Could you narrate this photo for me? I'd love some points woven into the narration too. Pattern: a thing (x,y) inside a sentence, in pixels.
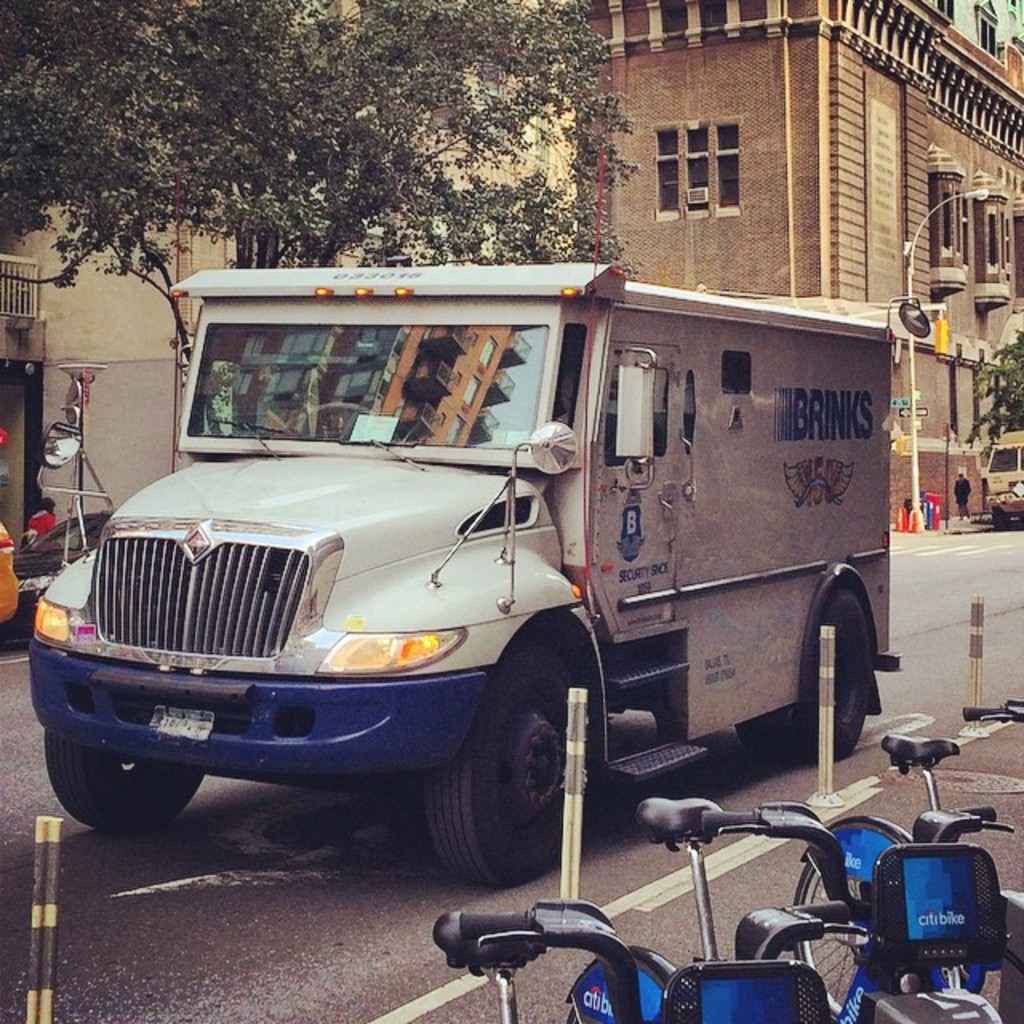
In this image we can see a vehicle (409,735) which is moving on the road (64,846) in the foreground of the image (695,921) there are some bicycles (977,863) which are parked on the road (629,816) and there are some poles (567,728) and in the background of the image (438,73) there are some trees (505,95) and buildings (761,156).
